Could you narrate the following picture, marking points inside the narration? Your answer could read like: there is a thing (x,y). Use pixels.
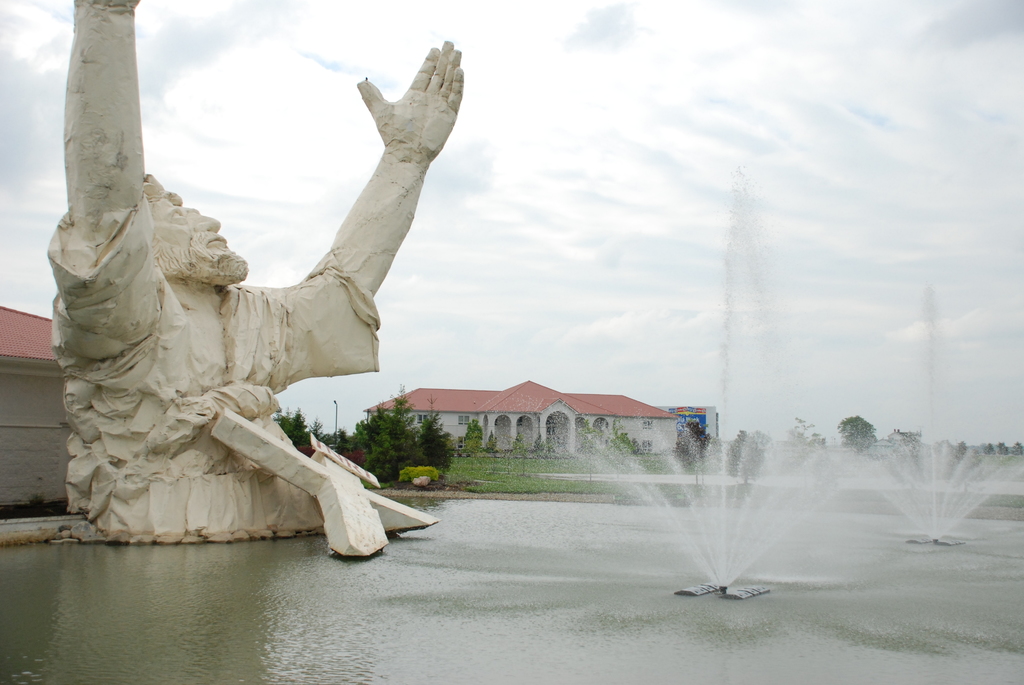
In the image there is a sculpture (266,425) and there is a water surface (675,589) and two fountains (797,496) on the water surface (685,549) in front of the sculpture (339,521) and in the background (498,399) there is a house (473,406) and in front of the house (571,441) there are many trees (378,448).
